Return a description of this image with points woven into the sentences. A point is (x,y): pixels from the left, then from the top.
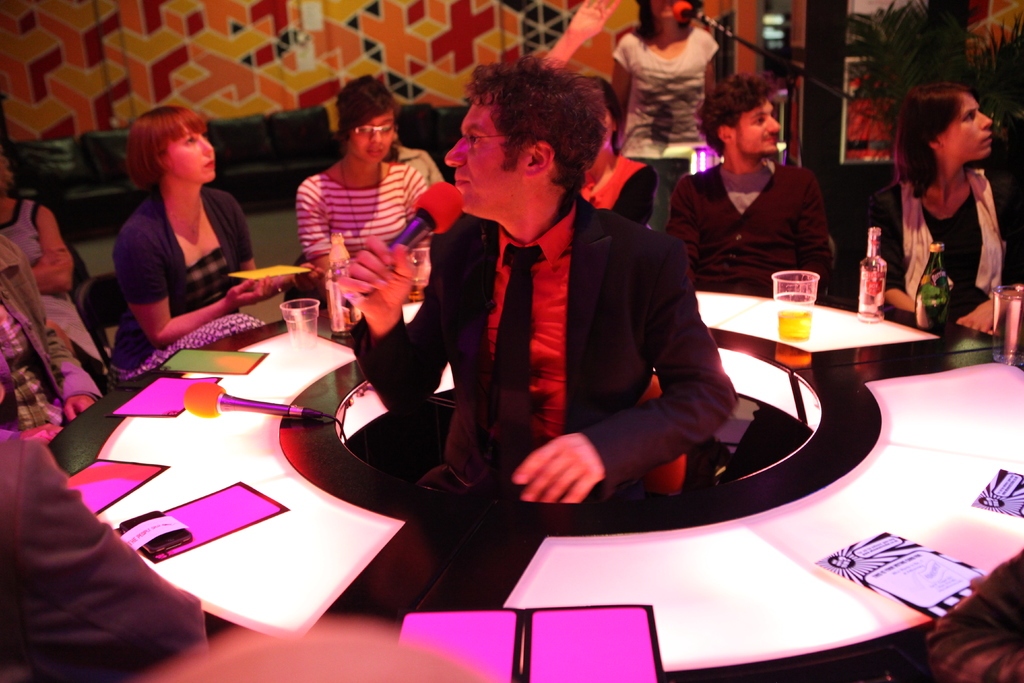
In this picture we can see some persons (2,191) are sitting on the chairs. He is holding a mike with his hand (375,281). This is table (732,587). On the table (795,527) there are bottles (883,298) and glasses (303,330). On the background (482,30) there is a wall (391,32).
